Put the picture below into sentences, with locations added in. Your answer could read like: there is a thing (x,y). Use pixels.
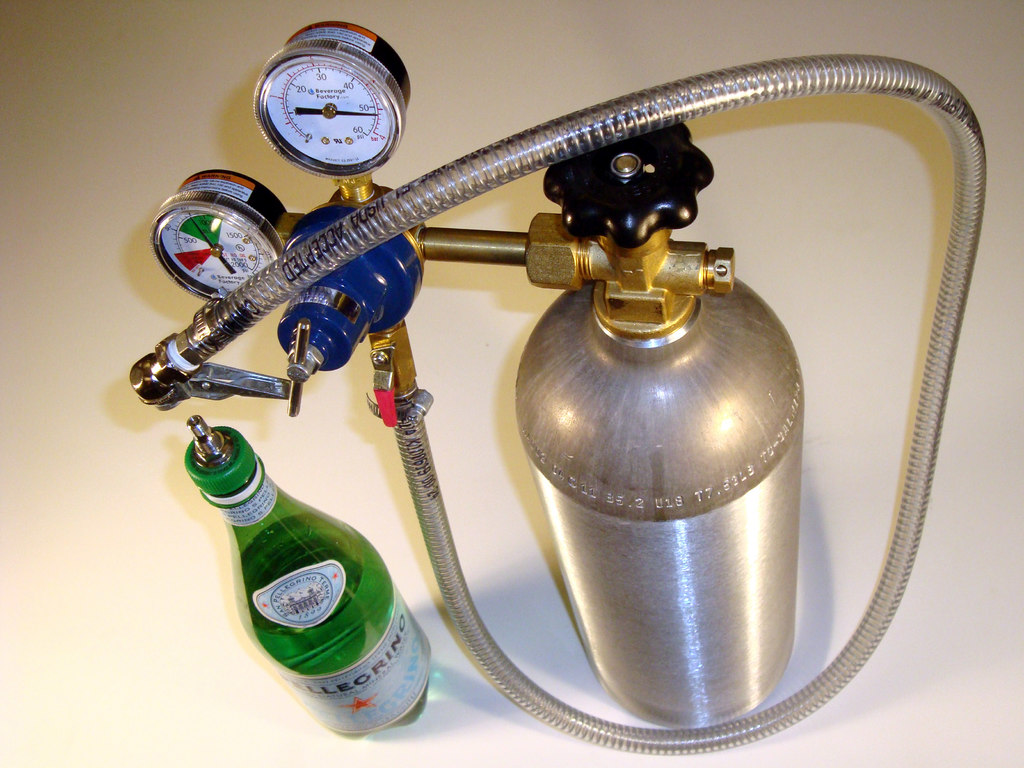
In this picture we can see a cylinder (568,429) with pipe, meters (343,100) and we can see a green colour bottle (250,636) near to it.
